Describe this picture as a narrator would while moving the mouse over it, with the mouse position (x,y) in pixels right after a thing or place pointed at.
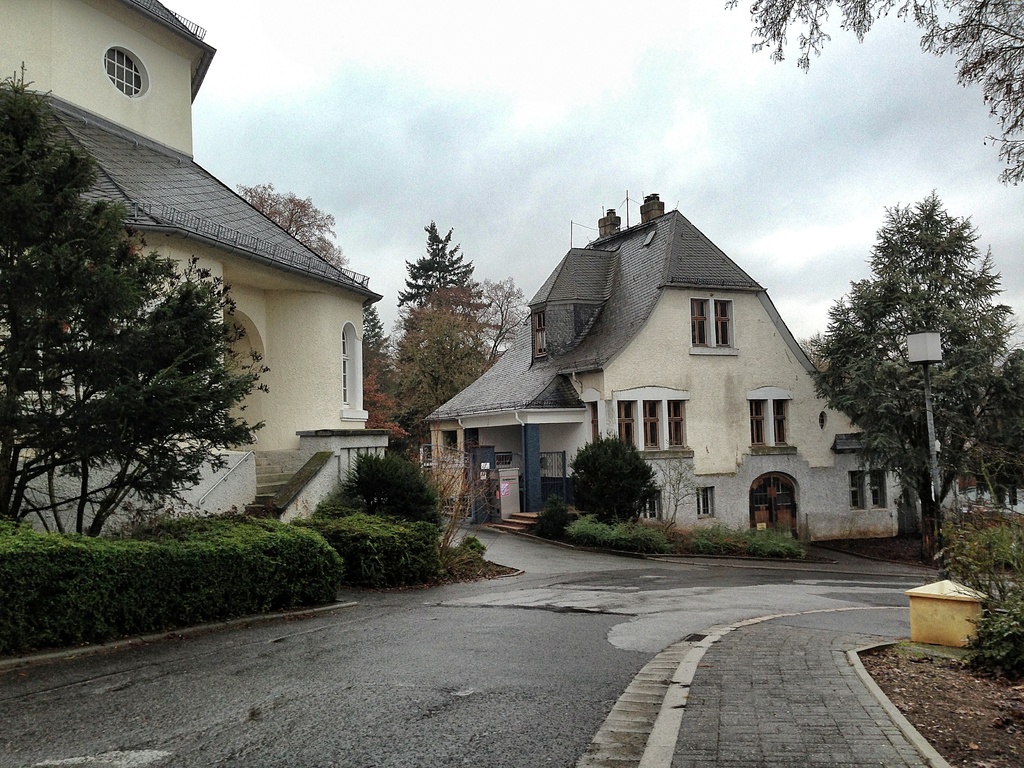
In the image we can see there are building (280,315) and these are the windows (634,424) of the buildings (588,389). We can even see there are trees (378,406), plants (311,546), stairs (269,495) and the cloudy sky (551,88). Here we can see the pole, grass (780,534) and the road (671,627).
